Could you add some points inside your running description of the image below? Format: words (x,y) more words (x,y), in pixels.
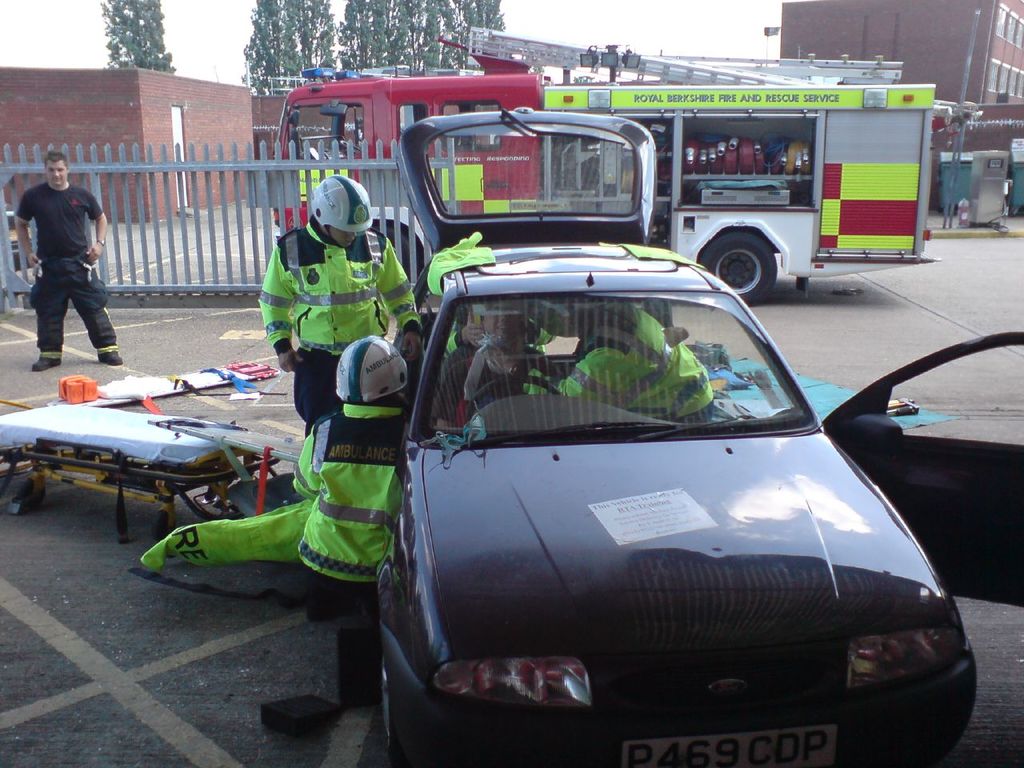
This image is clicked outside. In the front (572,521), there is a car (630,601) in black color. There are five persons (302,409) in this image. In the background (840,76) there is a truck (383,118) and building (926,51). To the left (153,198), there are trees (125,22) and fencing (139,199). The persons (358,450) are wearing green color jackets (361,508).
